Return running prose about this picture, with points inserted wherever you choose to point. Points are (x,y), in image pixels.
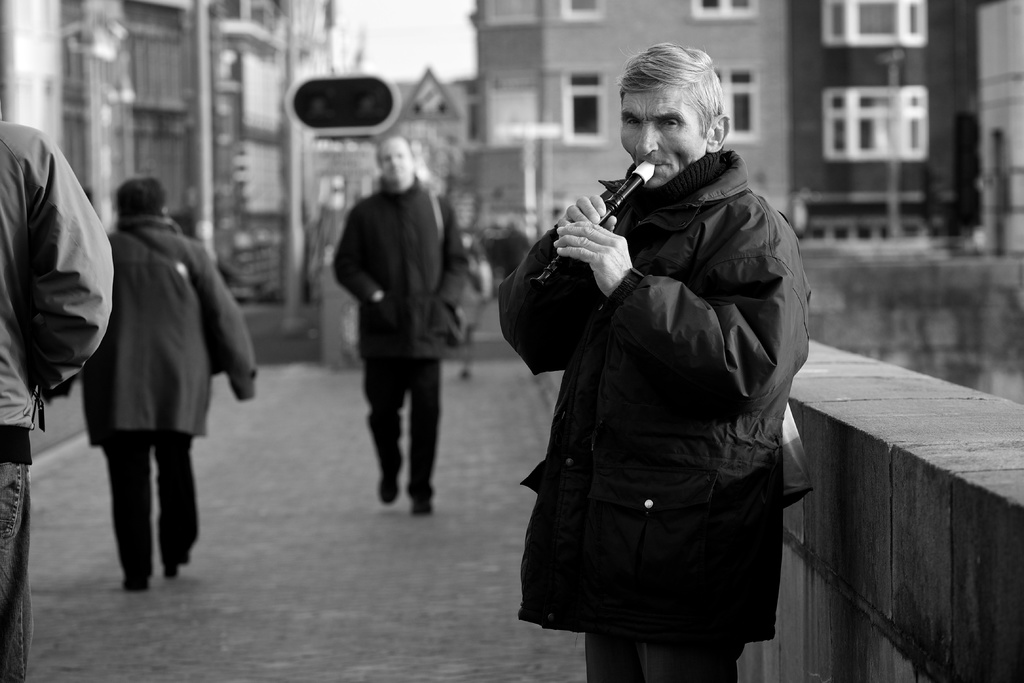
In this image there are some people (439,383) who are walking and some of them are standing and in the background (775,117) there are some houses (162,130) and poles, on the right side (859,477) there is a wall (825,565). At the bottom (254,456) there is a road (489,560).
